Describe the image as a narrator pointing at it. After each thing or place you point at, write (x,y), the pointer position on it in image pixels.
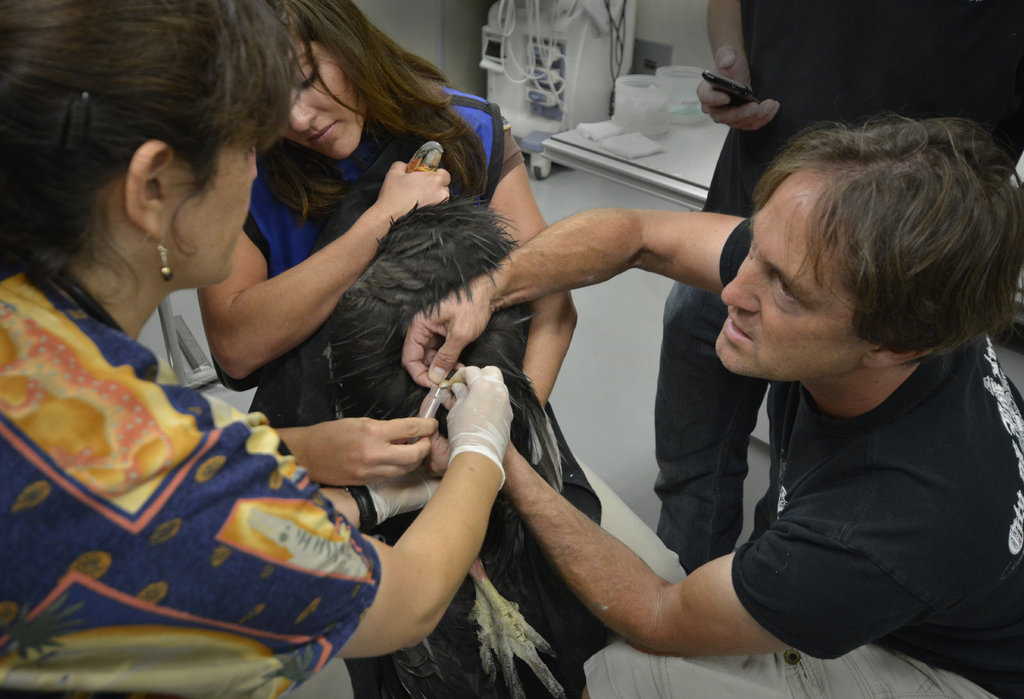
In this image we can see some people (475,144) holding some objects (426,410) and some people (421,195) holding one bird (421,207). There is one objects (636,148) on the surface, one wall (647,33), one machine (586,48) on the surface (540,200) and some objects (671,83) are on the table (667,173).
